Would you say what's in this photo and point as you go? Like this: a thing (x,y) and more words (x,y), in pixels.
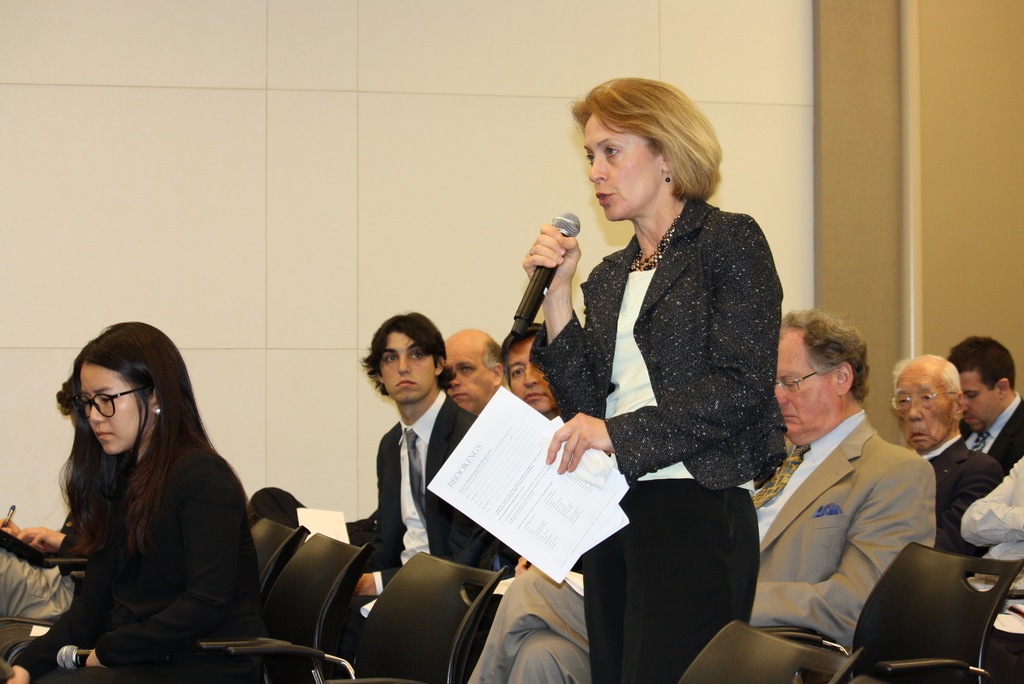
In this image there are people (903,488) sitting on the chairs (336,582). In the center (668,444) there is a woman (714,441) standing. She is holding papers (549,479) and a microphone (542,269) in her hand (538,254). In the background (404,53) there is a wall (503,53).
